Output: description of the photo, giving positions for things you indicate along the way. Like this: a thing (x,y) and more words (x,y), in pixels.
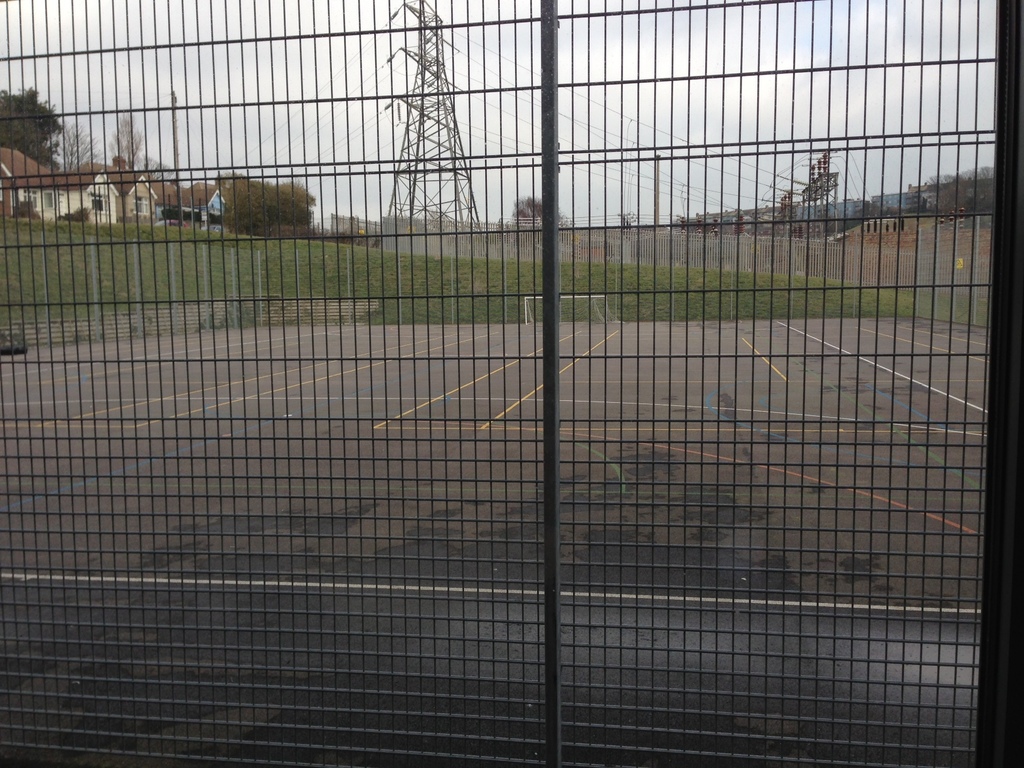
In this image, there is a fence (408,171). Outside this fence (611,645), there is a sports court (125,370). In the background (29,137), there are trees (75,144), buildings (75,190), a tower (417,116) having transmission lines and there are clouds (833,12) in the sky (764,167).
